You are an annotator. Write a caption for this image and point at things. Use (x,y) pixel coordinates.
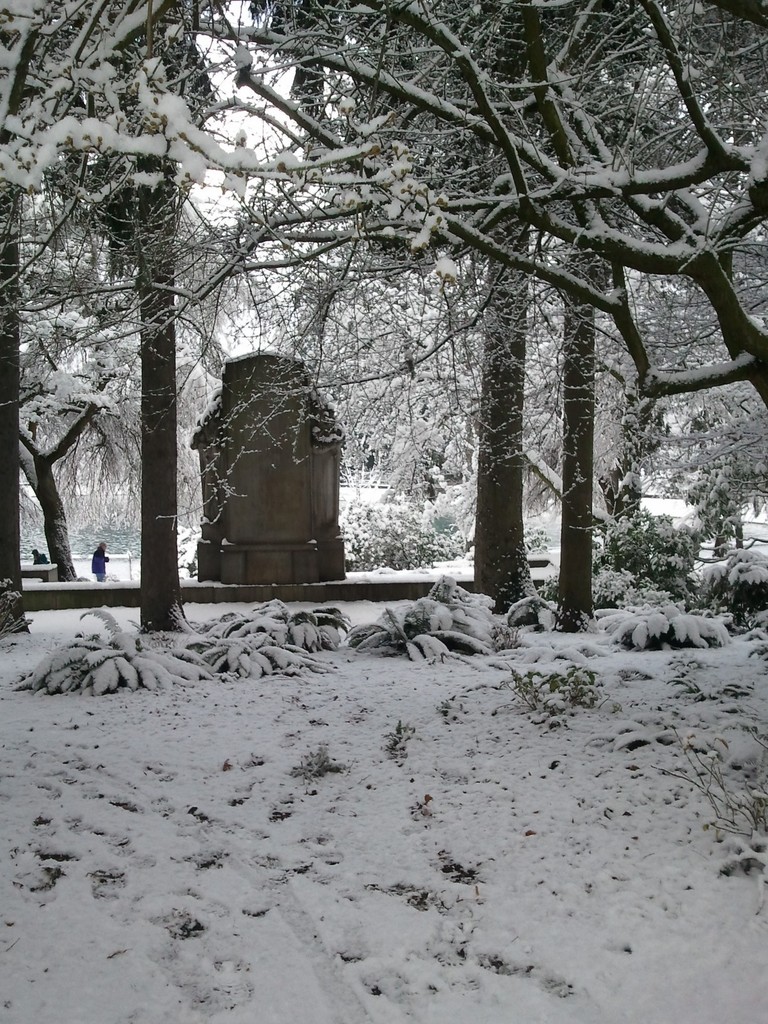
In this picture we can see plants (199,667), trees (573,611) and stone monument (285,475) and few people (92,556) and snow (203,795).
